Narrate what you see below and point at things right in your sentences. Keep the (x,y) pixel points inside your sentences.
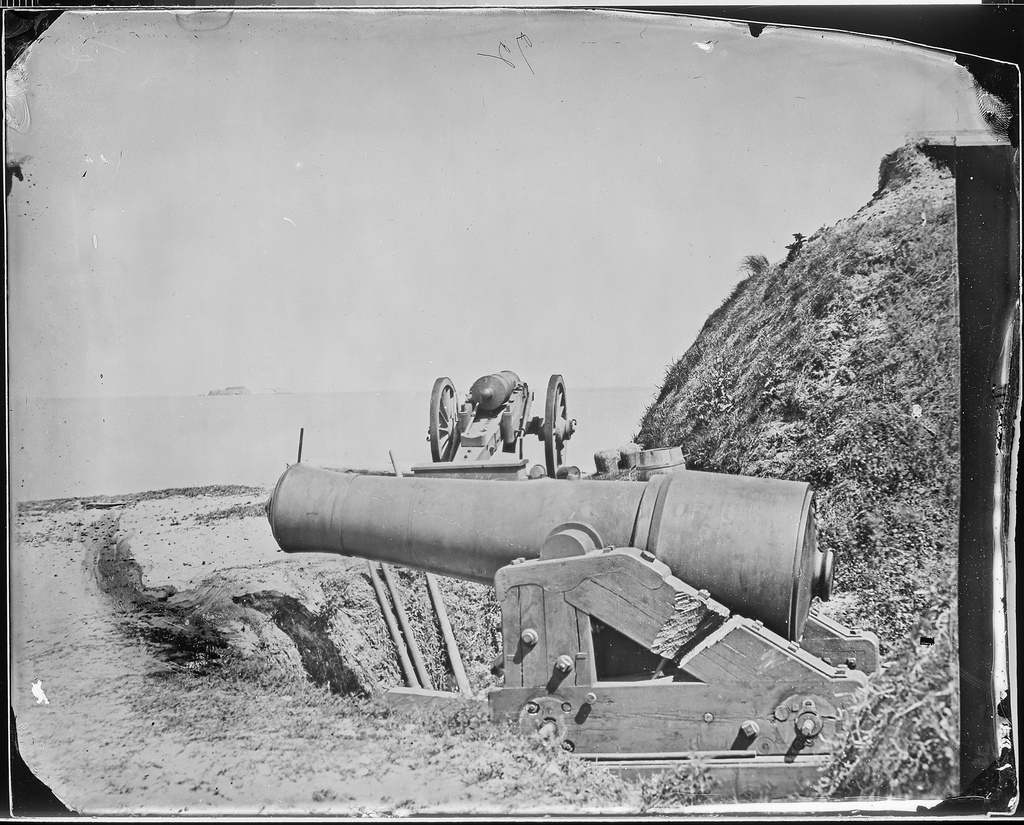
It looks like an old black and white picture. In the image we can see there are cannons (513,512), hill (775,422) and the sky (389,184).
